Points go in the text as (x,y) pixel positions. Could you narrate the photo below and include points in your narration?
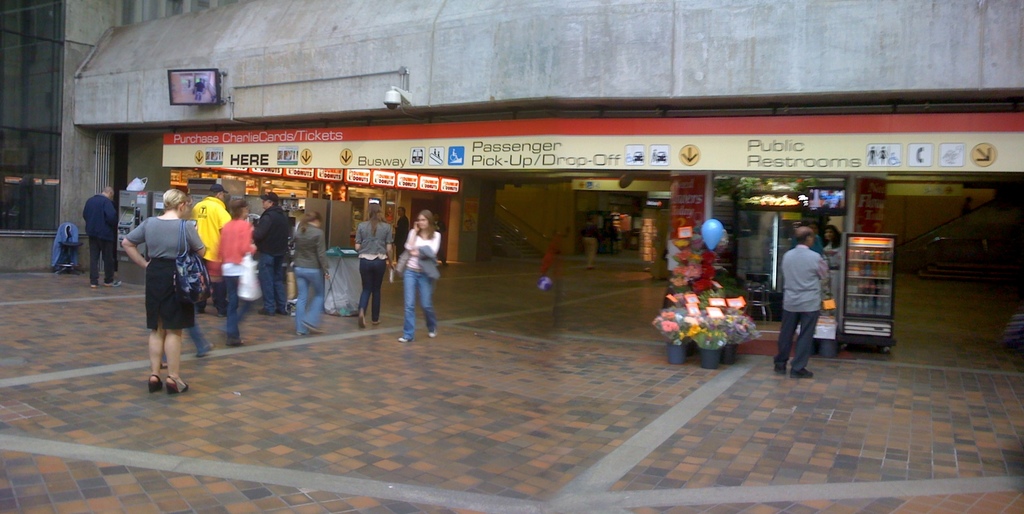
In this picture I can observe some people (270,252) standing on the floor (96,340). There are men (206,229) and women (301,278) in this picture. I can observe two stalls (344,234). There is a board (226,136) which is in yellow and red colors in the middle of the picture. On the left side (198,81) there is a screen (180,83) fixed to the wall (249,67). In the background (501,79) there is a wall (501,79).
